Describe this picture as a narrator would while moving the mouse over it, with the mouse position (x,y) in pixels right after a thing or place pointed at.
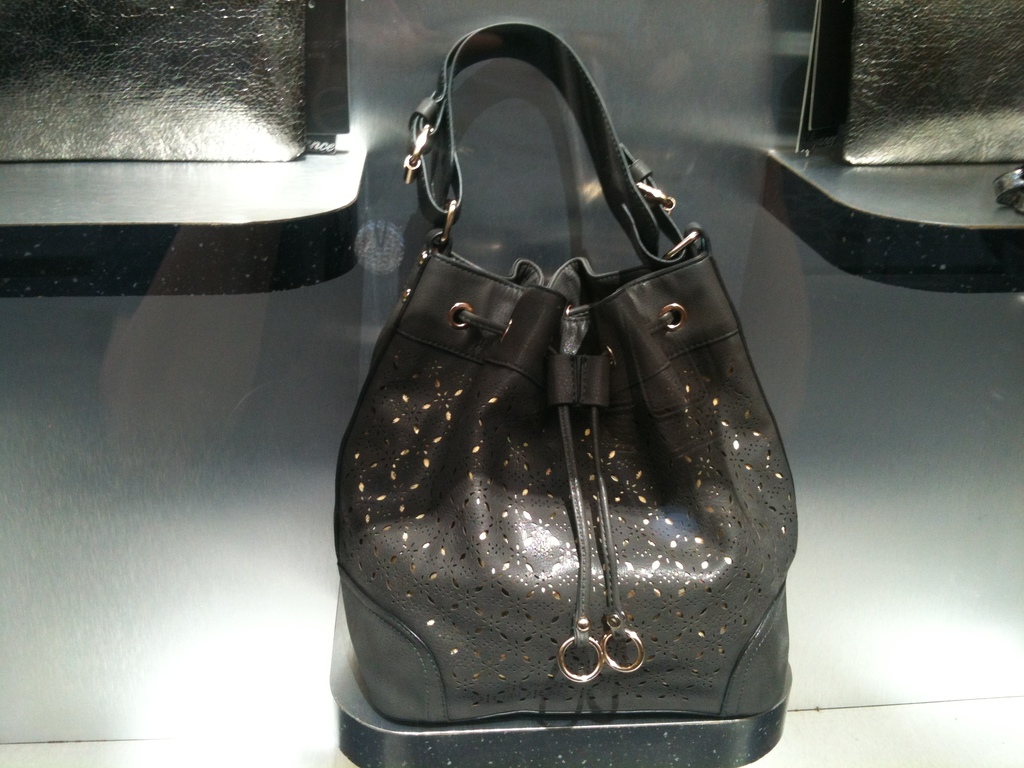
This is a picture, in this picture this is a black bag (565,566). Background of the bag (490,486) is a glass (222,428).
